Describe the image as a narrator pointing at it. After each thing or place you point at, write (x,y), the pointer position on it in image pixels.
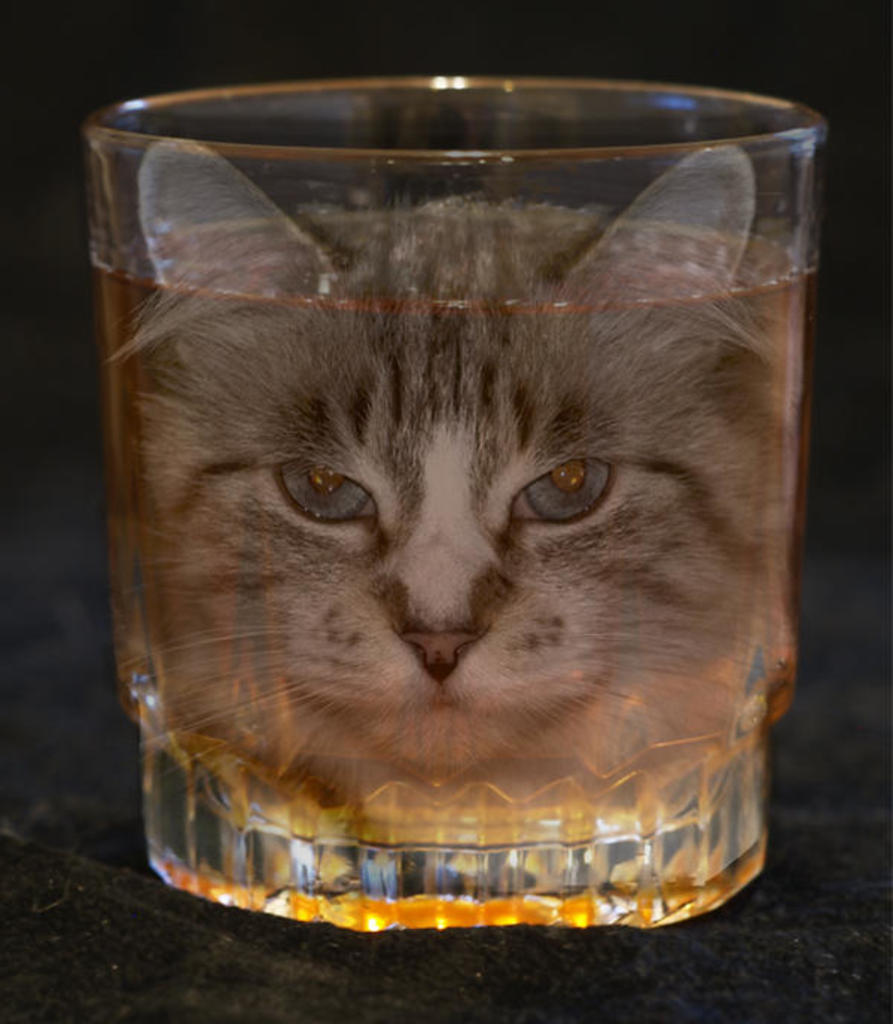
In this picture we can see drink (603,745) in the glass (659,369) and we can see cat face (544,529) on it.
